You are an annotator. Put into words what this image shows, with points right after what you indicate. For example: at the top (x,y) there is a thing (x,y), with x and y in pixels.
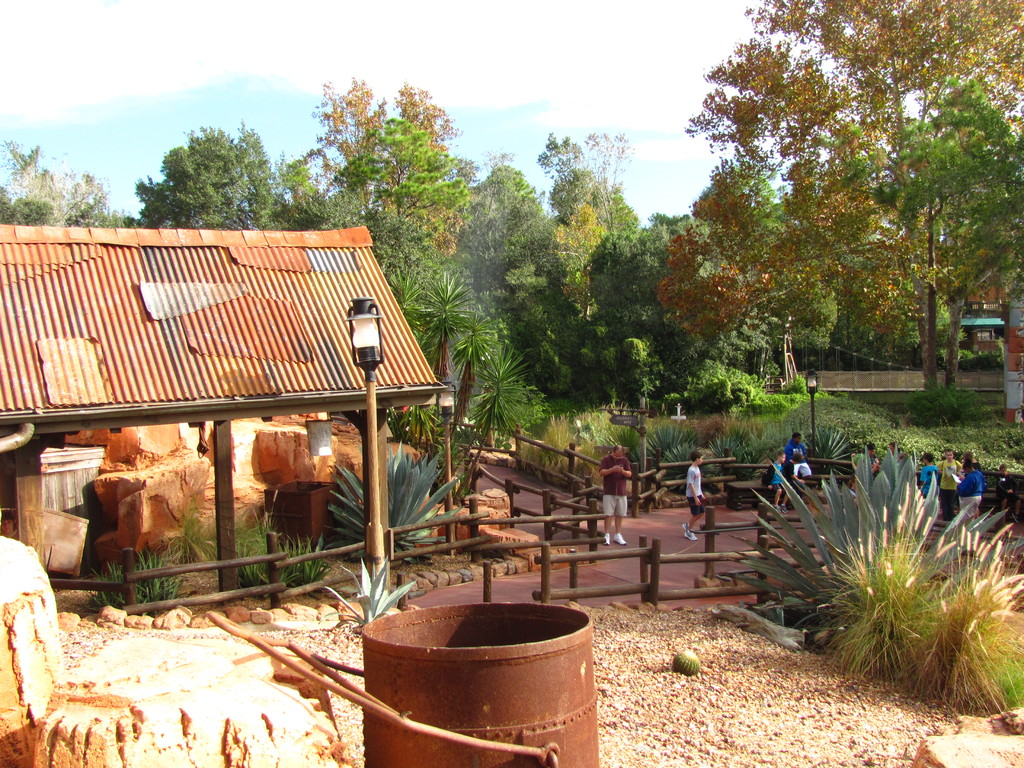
There is a drum (461,692), and a fencing (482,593) and some plants (838,569) at the bottom of this image (889,600). There are some persons (781,495) standing on the right side of this image (700,495) and there is a shelter (230,411) on the left side of this image (249,358). There are some trees (497,316) in the background (671,319). There is a sky (482,42) at the top of this image (424,39).
